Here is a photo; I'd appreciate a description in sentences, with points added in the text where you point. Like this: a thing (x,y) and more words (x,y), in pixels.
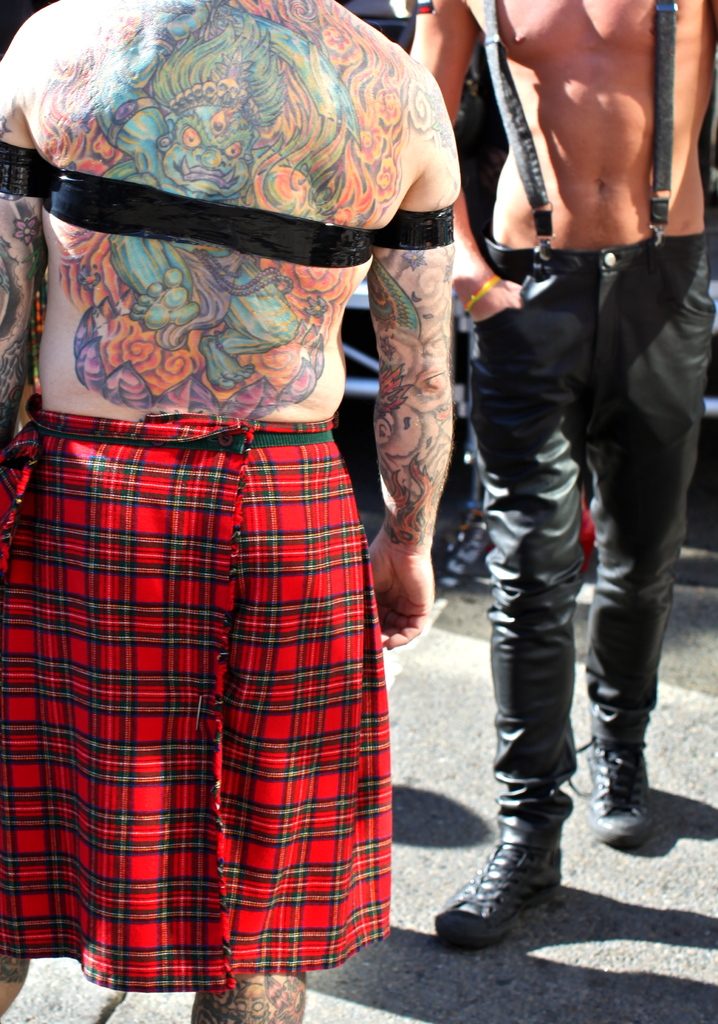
In this image there are people (601,453) standing on a road (585,896), on one person body (171,319) there are tattoos (349,129).
